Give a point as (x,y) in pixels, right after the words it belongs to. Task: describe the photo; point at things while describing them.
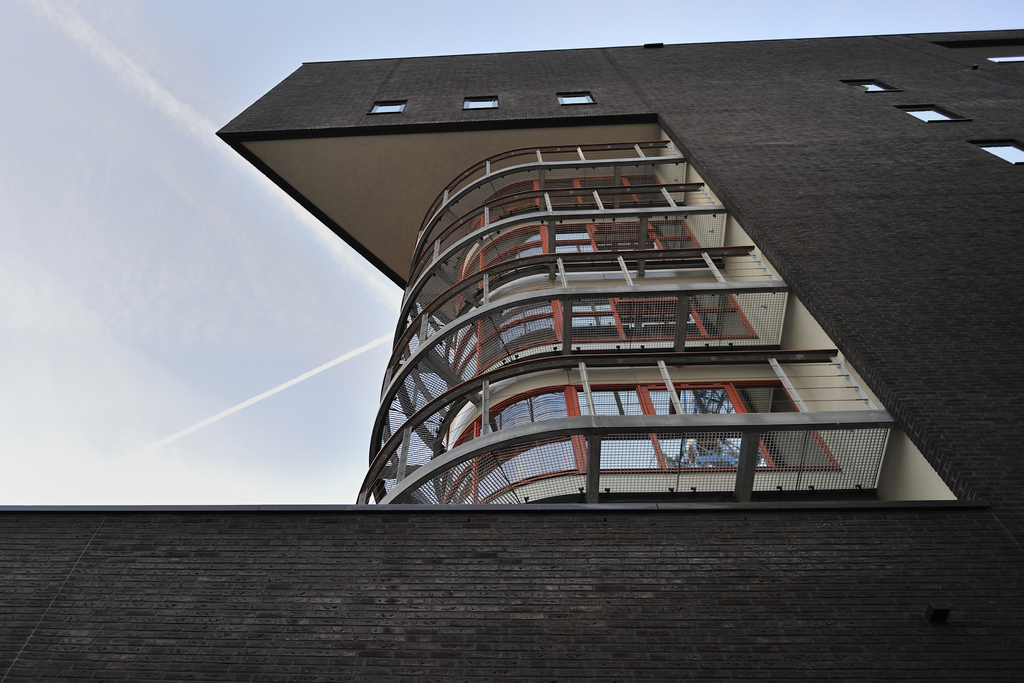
In the image we can see a building (303,116). Behind the building (127,658) there are some clouds (86,329) and sky (421,40).
